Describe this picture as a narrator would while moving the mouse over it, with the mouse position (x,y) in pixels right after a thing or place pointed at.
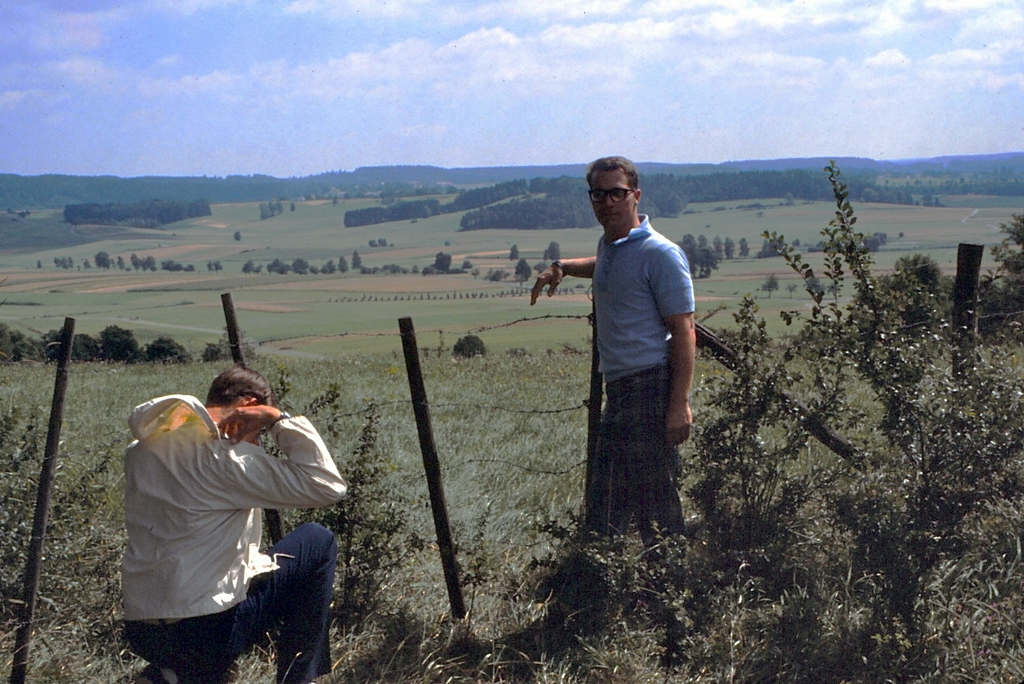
In this picture I can see two persons (170,614), there are plants (727,395), poles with wire fence (481,364), there are trees (458,346), hills (556,179), and in the background (738,94) there is sky (627,110).
